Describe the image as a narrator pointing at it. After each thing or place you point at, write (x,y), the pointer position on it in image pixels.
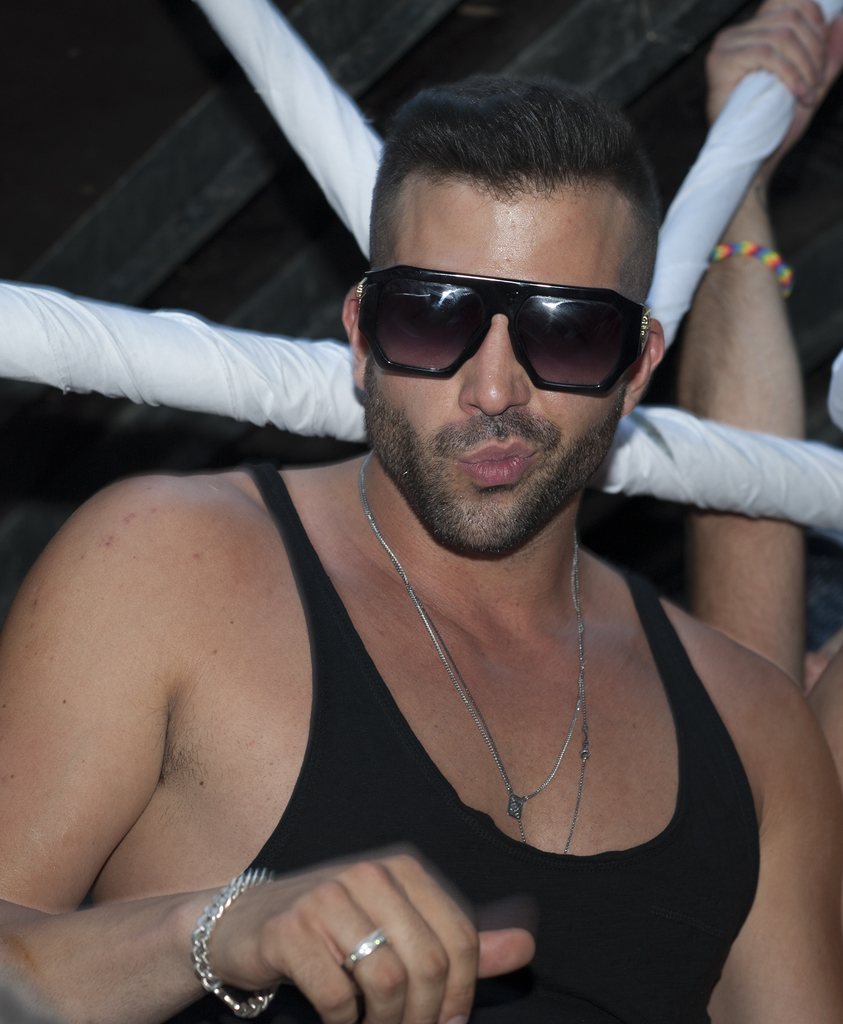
In the center of the image (357,605) there is a person (11,657) wearing sunglasses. In the background of the image (743,416) there is person's hand (801,6).
